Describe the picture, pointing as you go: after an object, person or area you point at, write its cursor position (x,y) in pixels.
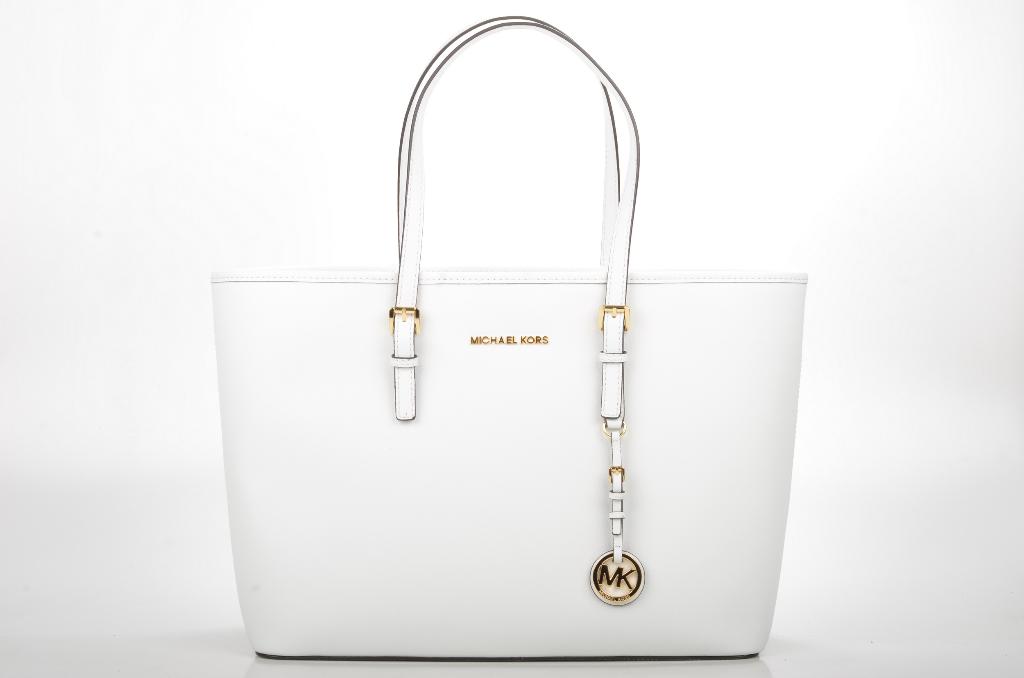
This is a handbag (701,285) and it is in white color.
